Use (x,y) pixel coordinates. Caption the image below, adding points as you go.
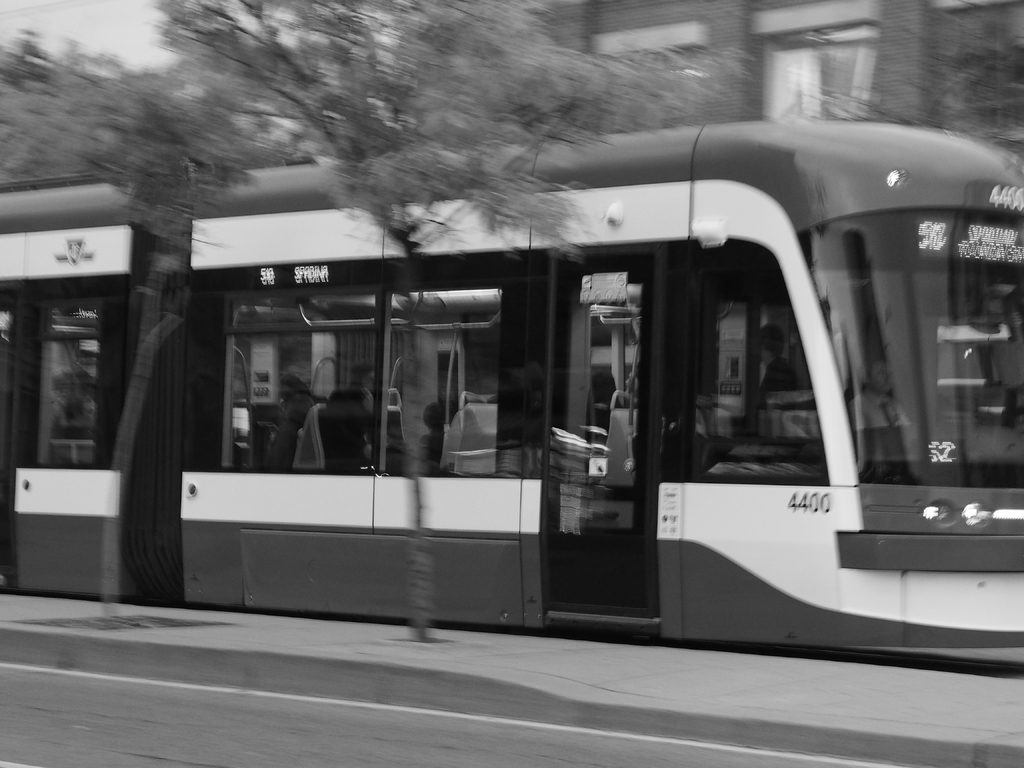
This is a black and white image. At the bottom (322,702) there is a road (203,727). In the middle of the image (446,392) there is a train (393,381). In the background (833,43), I can see a building (737,16) and few trees (195,70).
